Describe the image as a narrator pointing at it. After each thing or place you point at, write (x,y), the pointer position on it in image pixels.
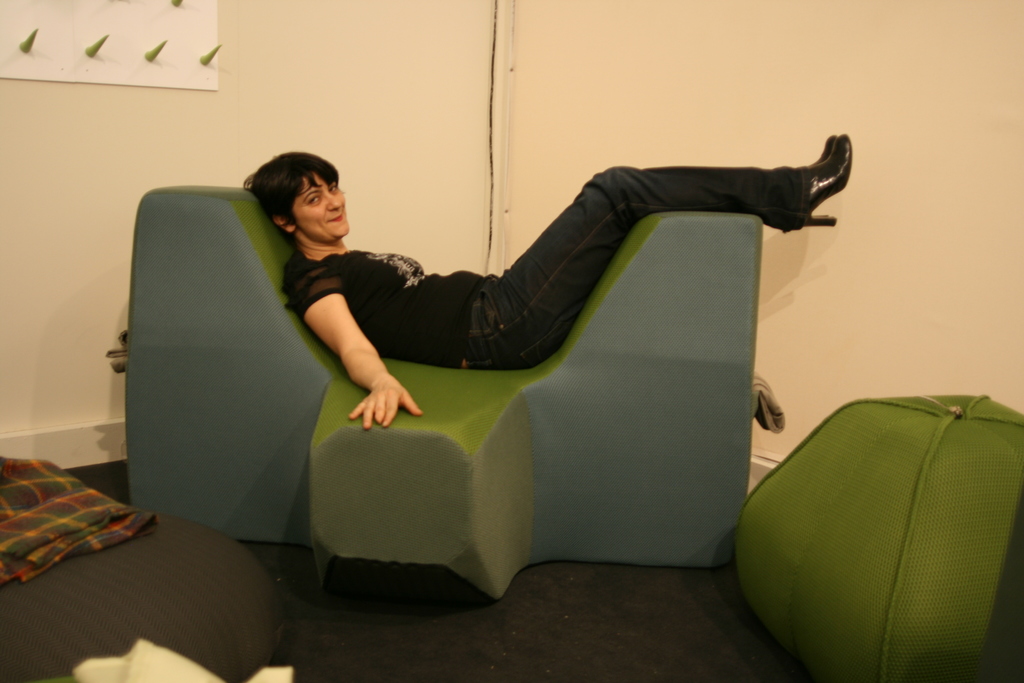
In this picture we can observe a woman (336,190) laying on this sofa (511,451). The woman (419,306) is wearing a black color dress (346,281) and smiling. The sofa (443,385) is in green and grey color. We can observe green color object (829,526) on the right side (913,509). In the background (579,90) there is a wall (298,103) which is in cream color.
